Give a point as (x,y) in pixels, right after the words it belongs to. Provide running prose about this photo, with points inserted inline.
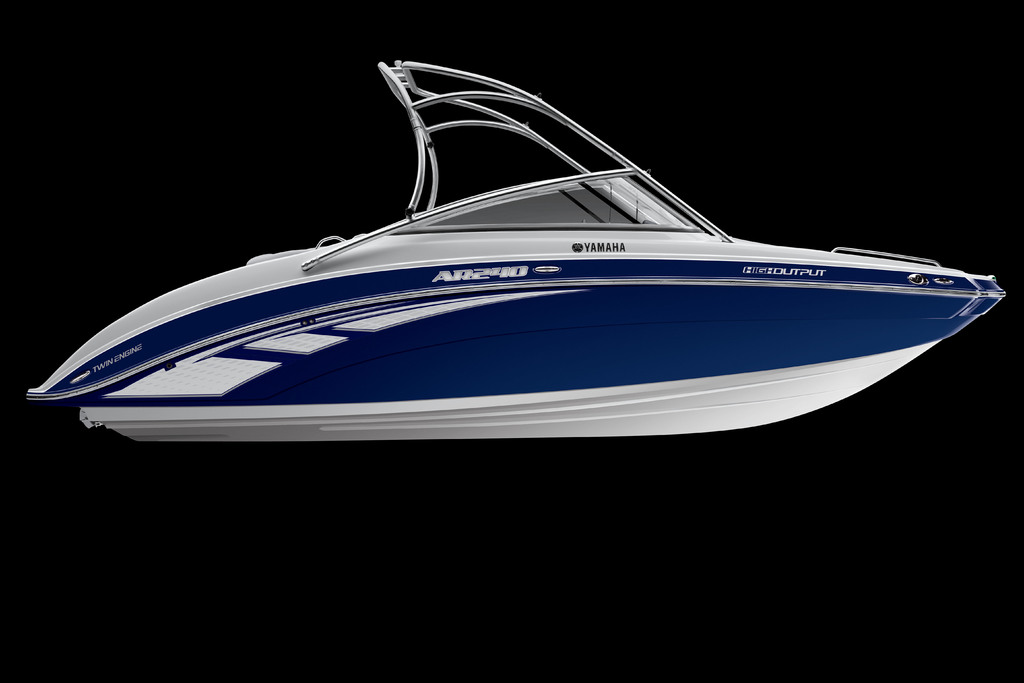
In the image we can see the motor boat (629,319), blue and white in color. On it there is a text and the background is dark.
